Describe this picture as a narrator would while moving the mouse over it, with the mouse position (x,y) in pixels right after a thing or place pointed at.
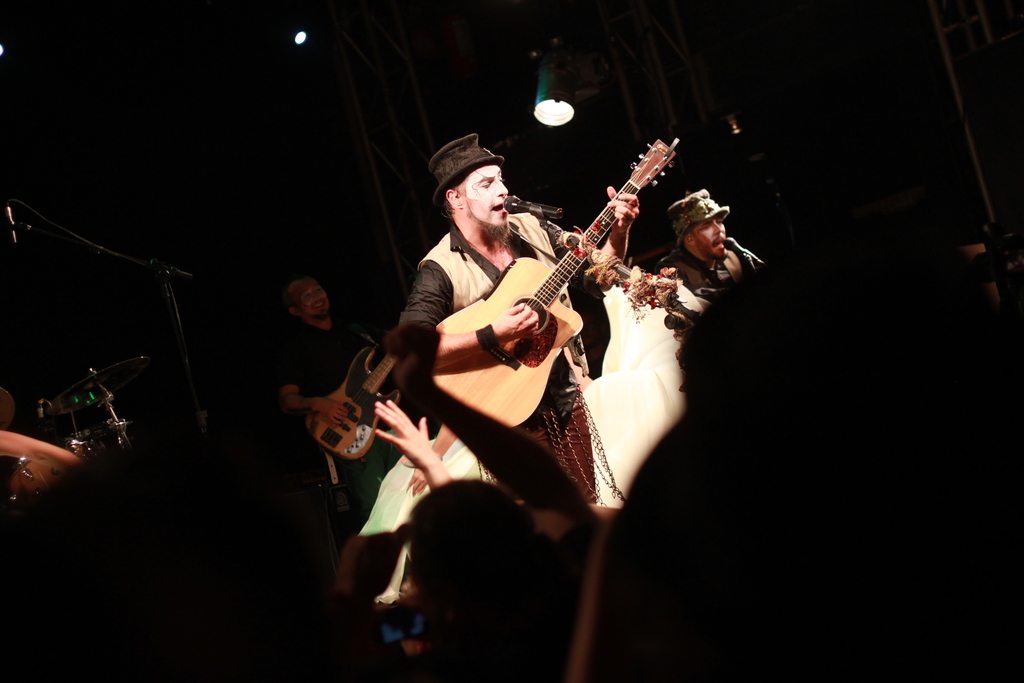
This image is taken in a concert. In the middle of the image (580,430) there are three people (314,375) standing and holding a guitar (483,363) in their hands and singing with mic (519,204). In the left side of the image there is a musical instrument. At the top of the image (574,78) there is a light (568,93).
